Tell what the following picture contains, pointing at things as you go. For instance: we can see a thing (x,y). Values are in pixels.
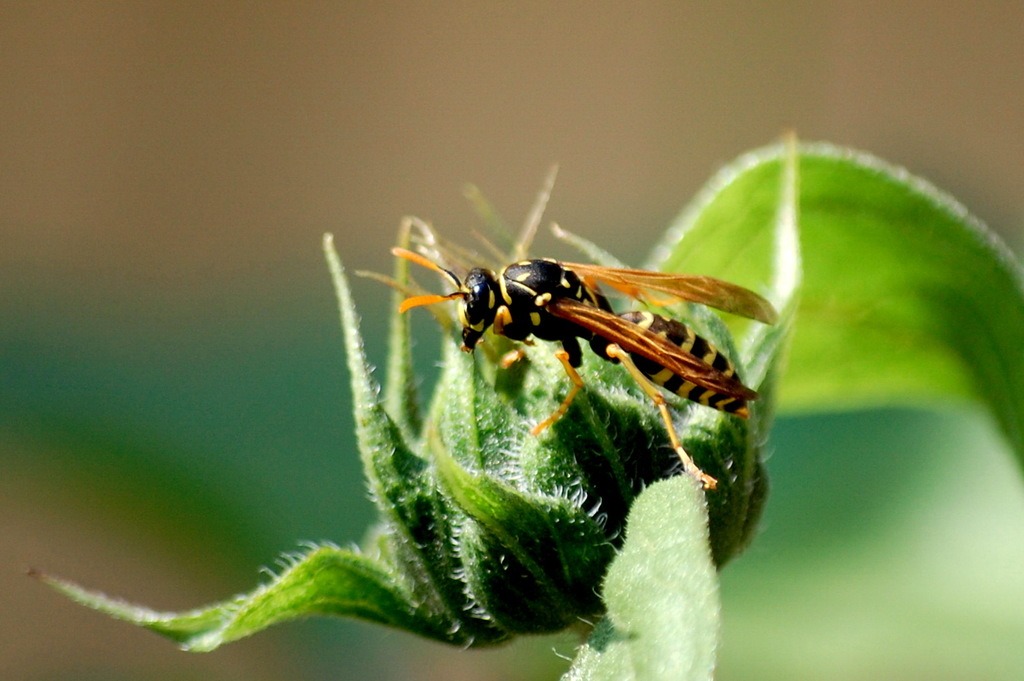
In the picture we can see a plant (467,565) with a flower bud (480,553), on it we can see an insect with wings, legs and behind it, we can see a leaf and some things (276,490) which are not clearly visible.
